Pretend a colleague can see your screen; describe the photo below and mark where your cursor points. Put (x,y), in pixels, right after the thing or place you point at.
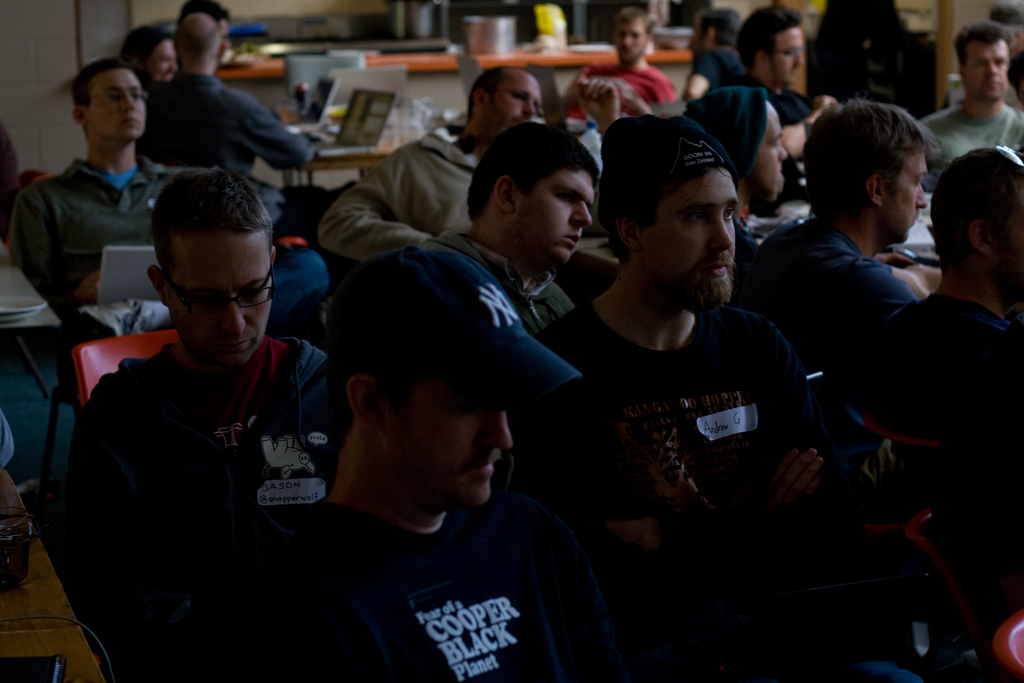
In this image, we can see a group of people (606,389) are sitting on the chairs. At the top of the image (349,106), we can see table (317,161), few objects (398,98) and wall (38,99). On the left side of the image (52,622), we can see tables (20,641). On top of that there are few objects (1,657).
